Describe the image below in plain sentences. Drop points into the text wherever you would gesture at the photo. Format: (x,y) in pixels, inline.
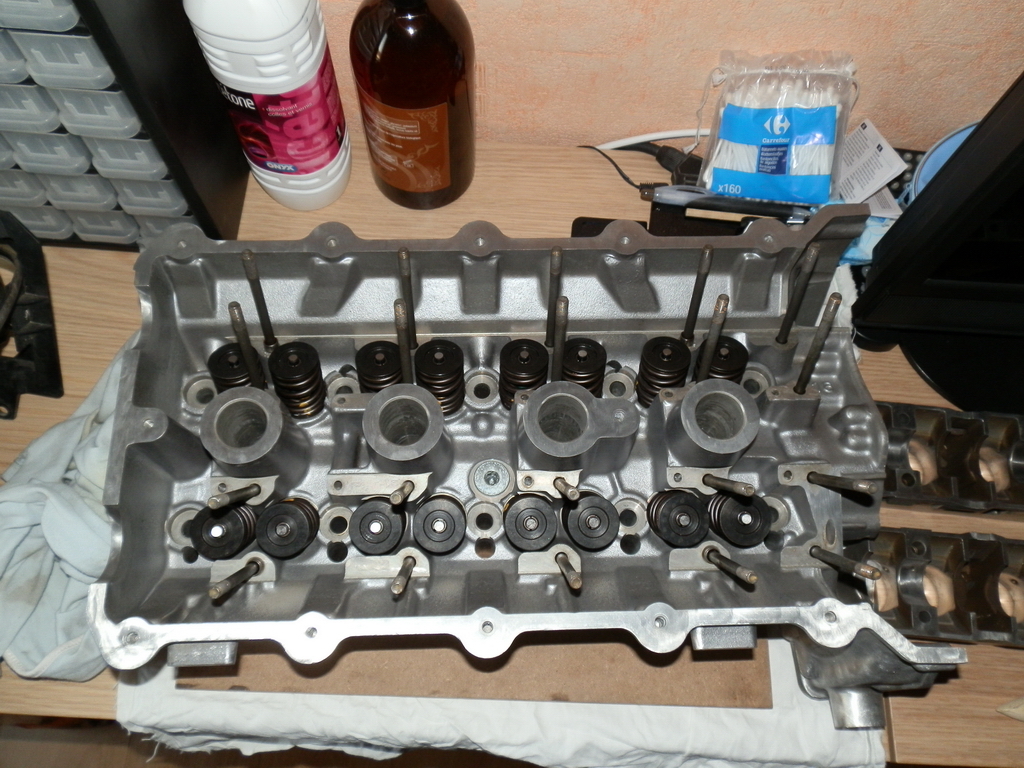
In this image I can see a machine (322,485) which is placed on the table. In the background (295,161) there are two bottles (327,103).
